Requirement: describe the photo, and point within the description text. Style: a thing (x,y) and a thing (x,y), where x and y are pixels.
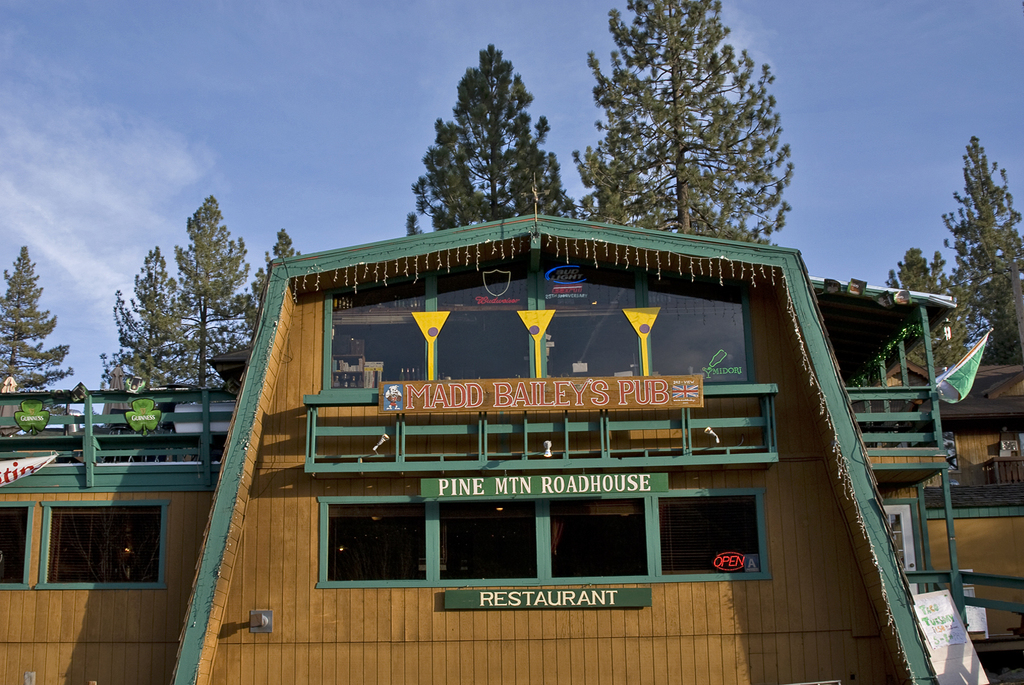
This image consists of a restaurant (311,565). The walls (113,598) are made up of wood (158,621). In the front (502,478), there are name boards (480,384). In the background (14,278), there are trees (616,208). At the top (311,74), there are clouds (90,177) in the sky (136,165).
